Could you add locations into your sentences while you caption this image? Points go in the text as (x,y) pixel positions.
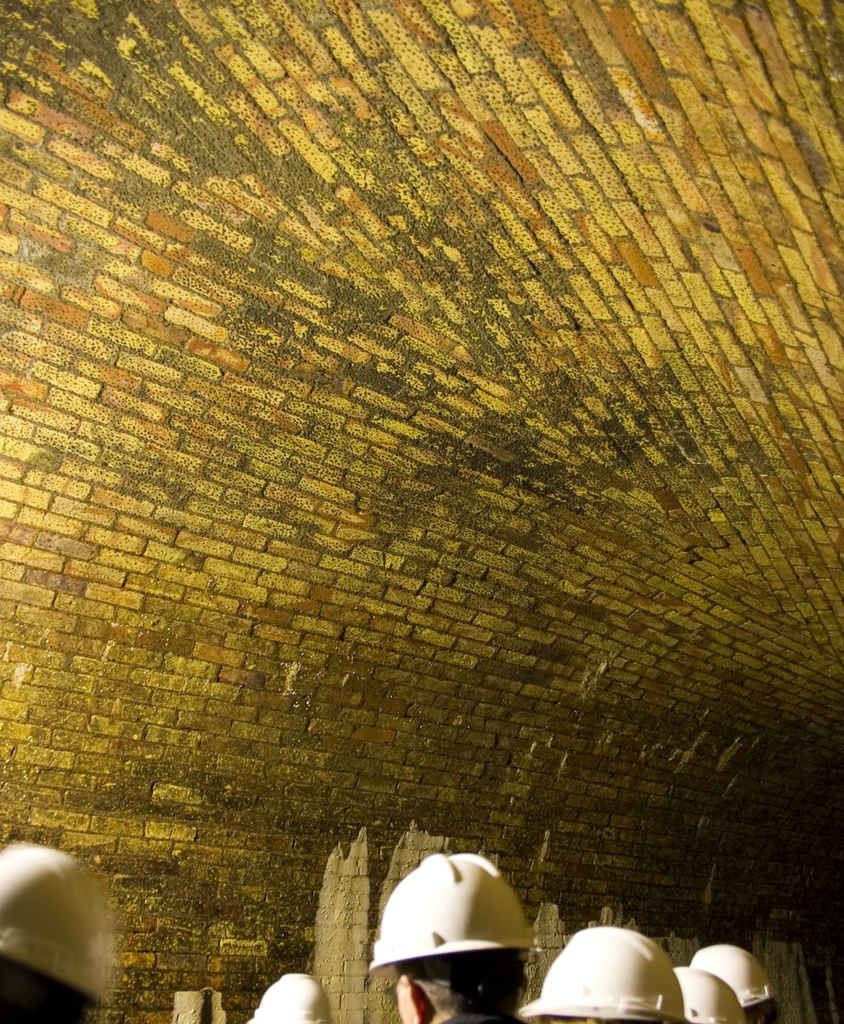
In this picture there are heads (264,1017) of people (54,873) with helmets (597,932) and we can see wall (389,536).
